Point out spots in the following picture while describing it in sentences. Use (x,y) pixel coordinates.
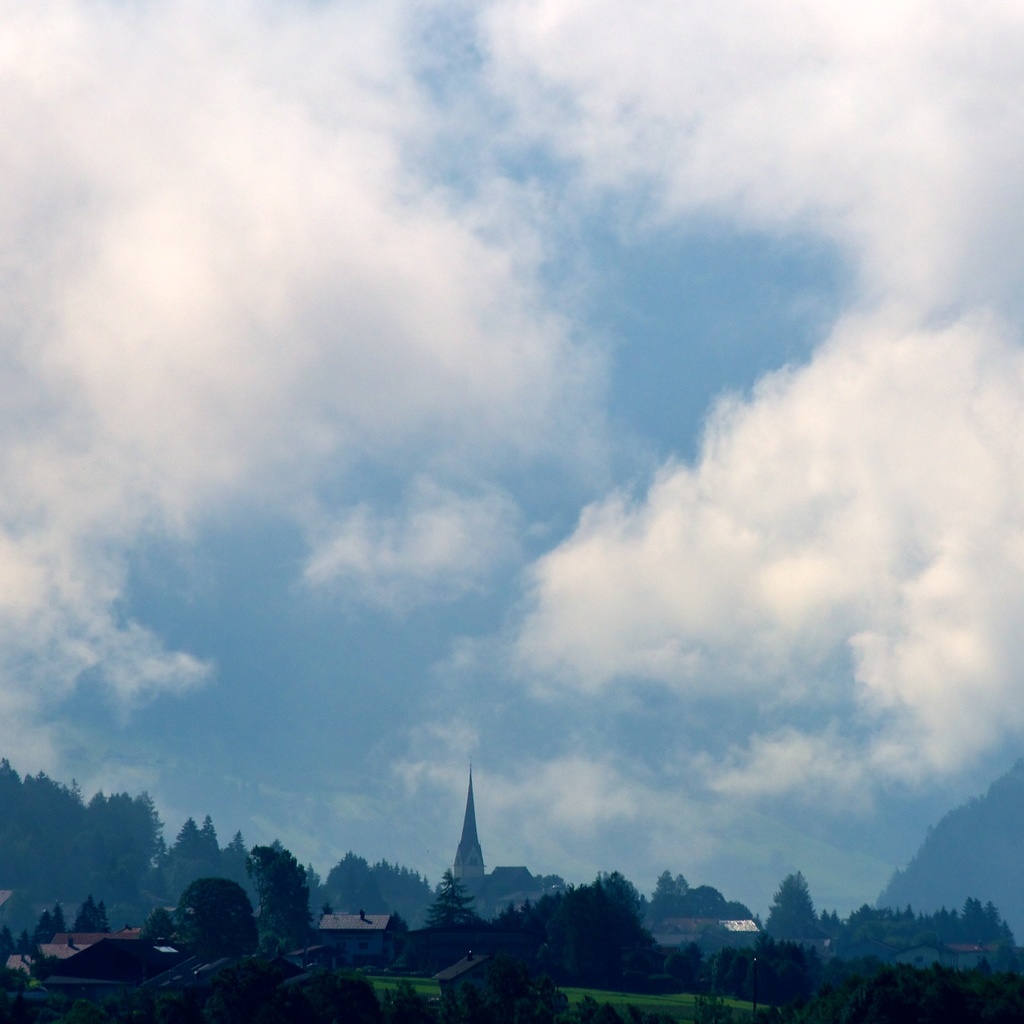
In this image there are few buildings (964,955), trees (633,1021), grass (668,1009) and some clouds (523,211) in the sky (483,289).
